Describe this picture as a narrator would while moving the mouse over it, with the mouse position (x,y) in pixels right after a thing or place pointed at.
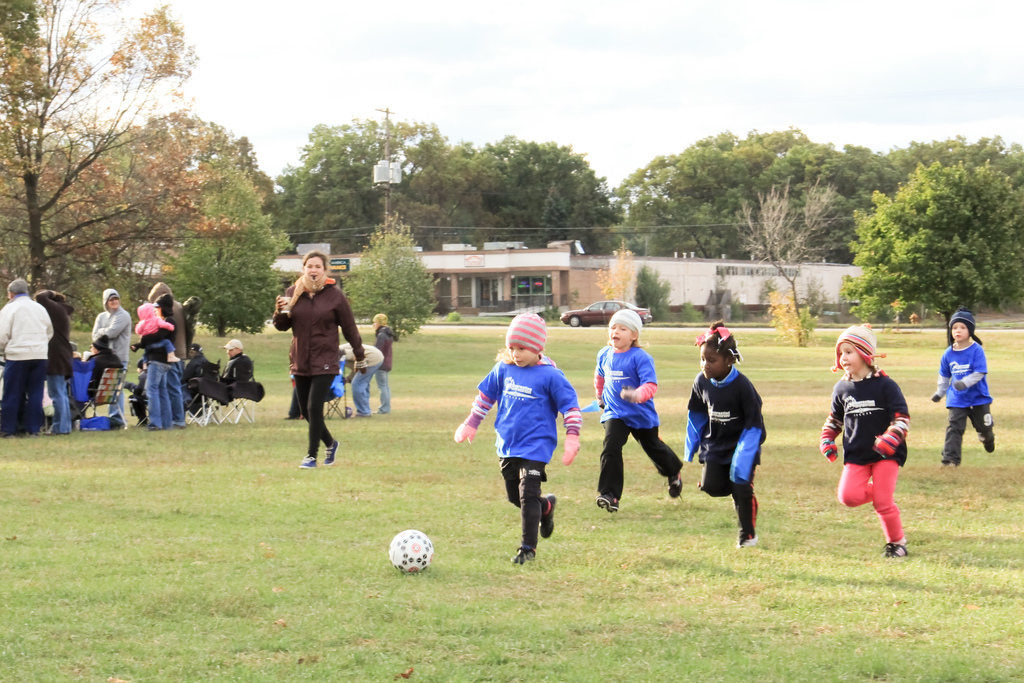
In this image I can see the group of people (336,362) with different color dresses (567,421). There is a white color ball (394,544) on the ground (236,615). I can see few people (122,367) sitting on the chairs (210,397). In the background (489,302) I can see the house (505,255), many trees (486,179) and the sky (522,44).
